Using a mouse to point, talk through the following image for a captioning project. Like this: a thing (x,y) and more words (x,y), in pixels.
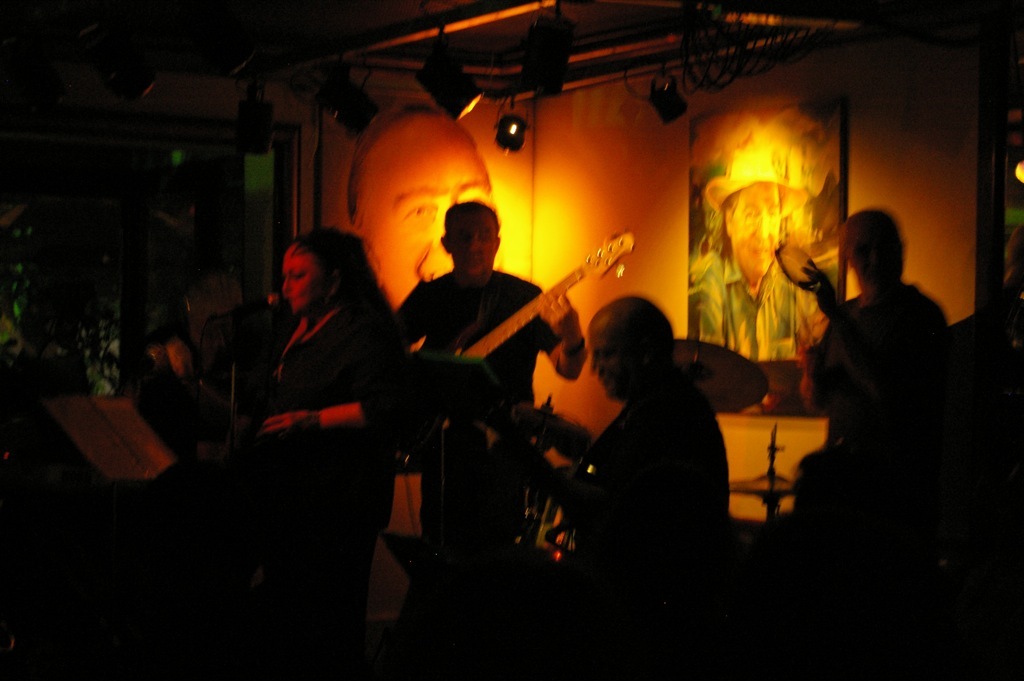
In this picture we can see a group of people (456,298) holding the music instruments (480,348) and in front of the woman (304,353) there is a microphone (270,308). Behind the people (526,371) there is a wall (573,163) with photo frames (464,187) and on the top (353,94) there are lights (505,120).
